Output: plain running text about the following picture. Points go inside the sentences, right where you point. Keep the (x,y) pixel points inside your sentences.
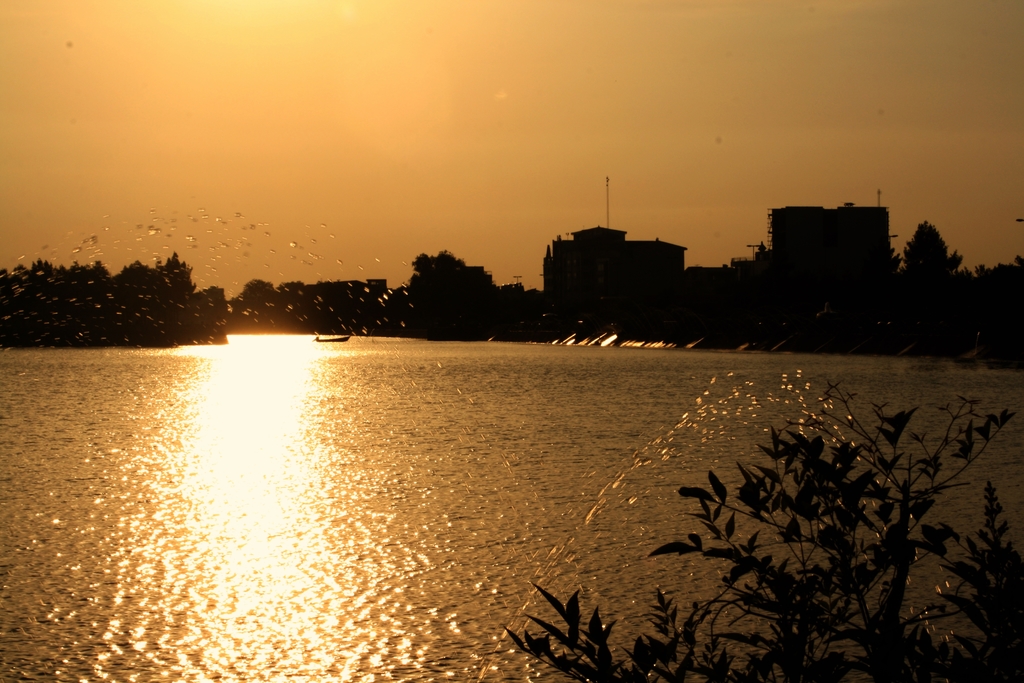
In the picture we can see a part of the plant (798,500) and behind it, we can see the water surface (338,408) and far away from it, we can see the trees (893,298) and two buildings (596,296) and in the background (373,181) we can see the sky (397,196).
